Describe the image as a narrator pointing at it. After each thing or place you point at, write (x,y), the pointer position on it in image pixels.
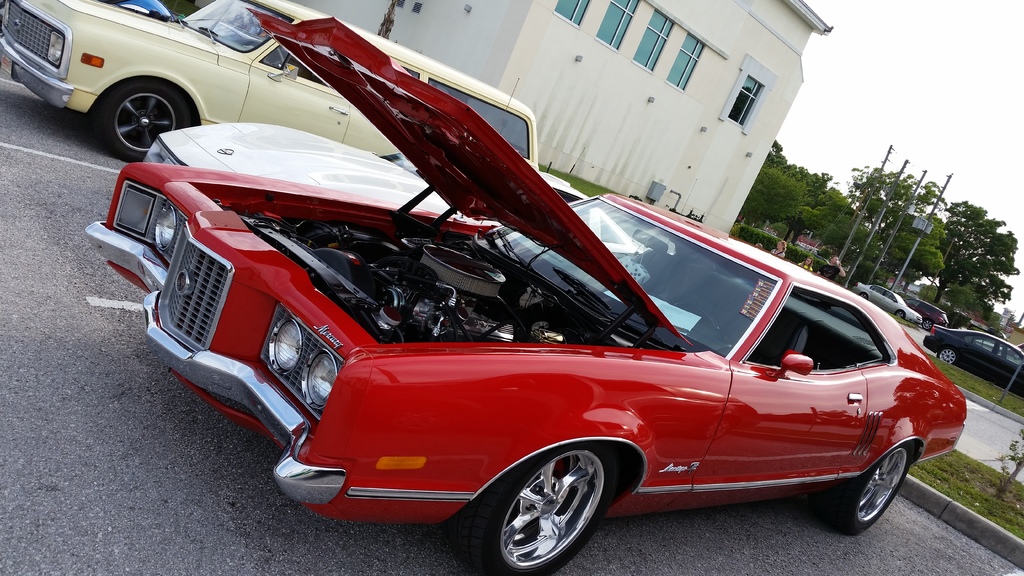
In this image we can see motor vehicles (411,306) on the road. In the background (558,156) there are buildings (729,124), trees (961,250), electric poles (910,260), persons (807,265) on the road (915,336) and sky (882,121).
